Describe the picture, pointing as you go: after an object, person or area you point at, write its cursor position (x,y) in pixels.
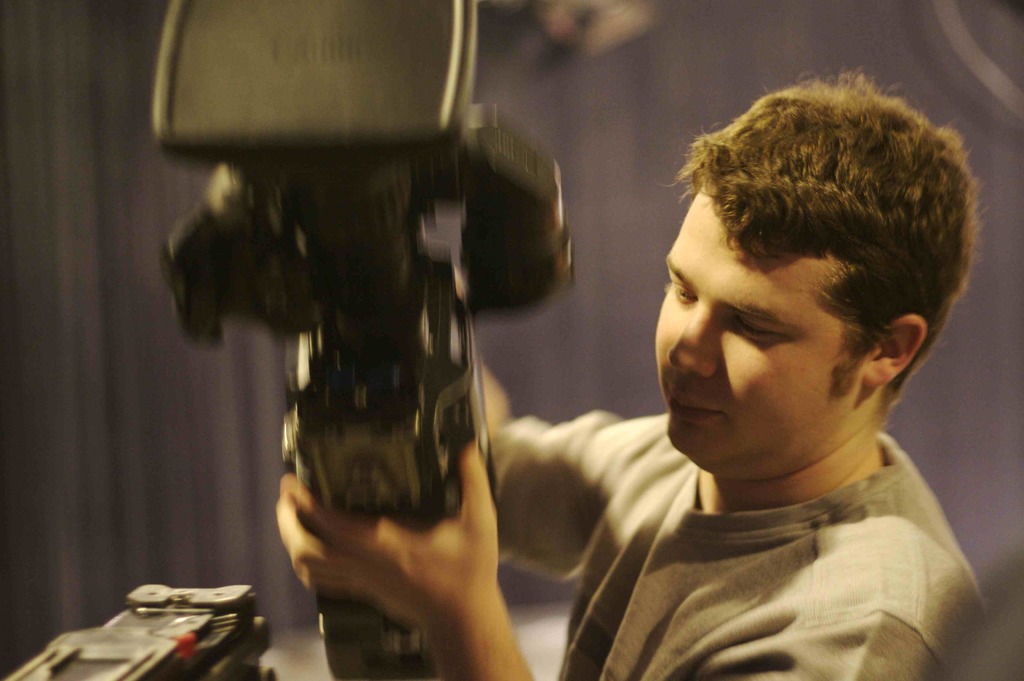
In this picture, we see a man (769,535) in grey t-shirt (738,580) is holding video camera (398,56) in his hands (435,528) and he is smiling. Behind him, we see a curtain (632,94) which is blue in color.
